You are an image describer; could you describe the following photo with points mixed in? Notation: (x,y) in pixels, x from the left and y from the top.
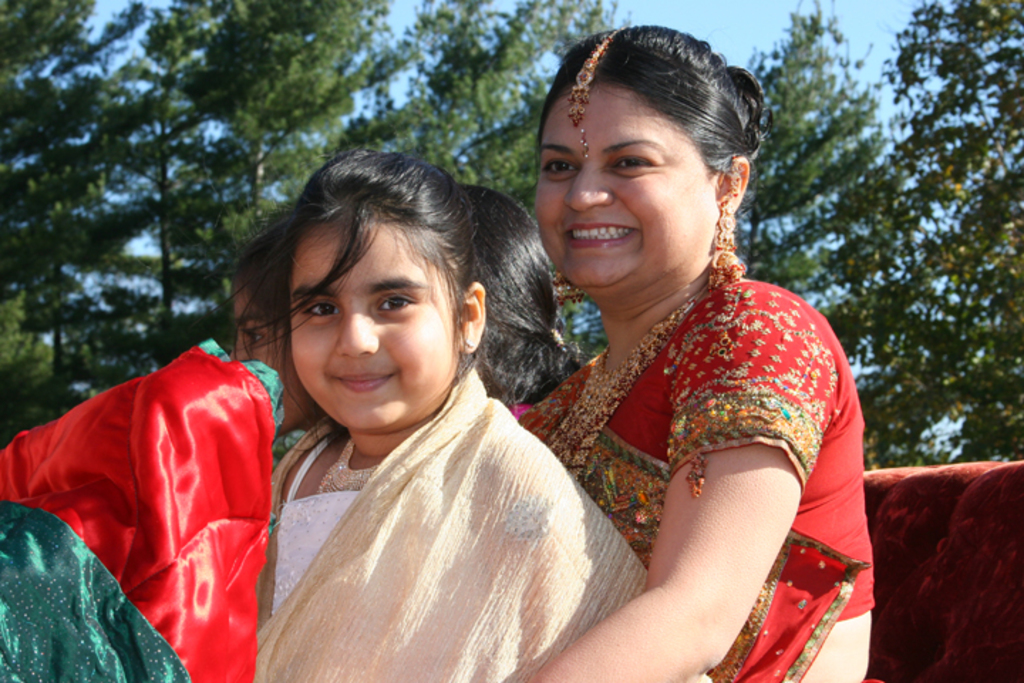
This image consists of four persons (291,336). A woman (545,180) and three others (371,643). In the background (866,109), there are trees (900,155). The woman (799,314) is wearing red color saree (701,453).
